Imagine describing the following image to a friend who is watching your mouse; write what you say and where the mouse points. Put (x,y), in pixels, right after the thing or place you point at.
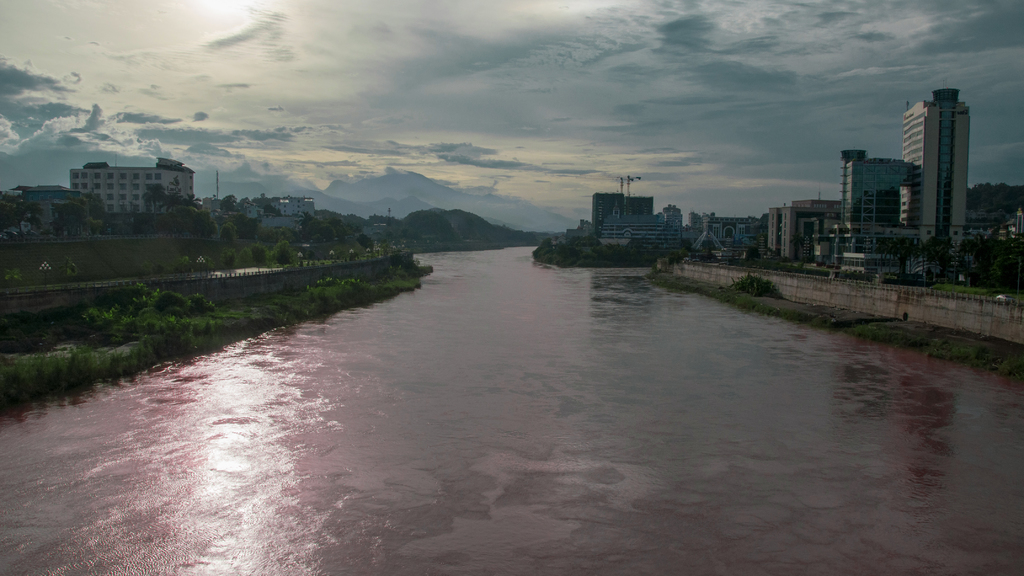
In this image there is a big river (524,521) beside that there are so many buildings (806,241) and plants (188,265).
